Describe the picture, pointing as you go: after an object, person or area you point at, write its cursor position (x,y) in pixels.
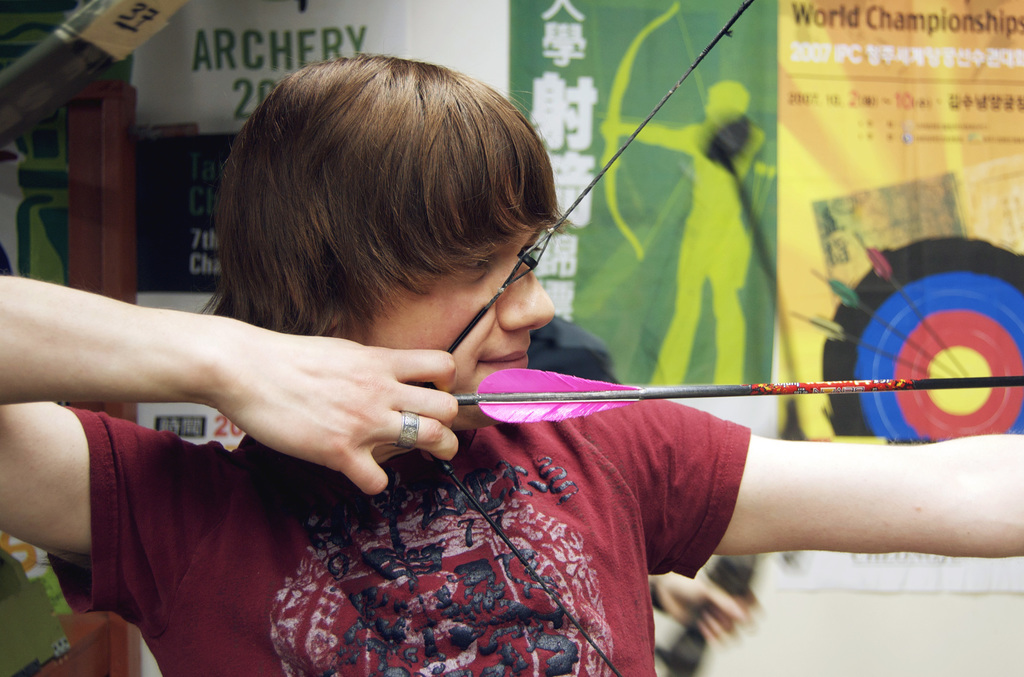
In this image in the foreground (345,496) there is one person (470,483) who is holding an arrow (623,399) and in the background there is wall (827,653). On the wall (833,634) there are some posters (225,51) and also in the background (672,146) there are some posters (958,412).
